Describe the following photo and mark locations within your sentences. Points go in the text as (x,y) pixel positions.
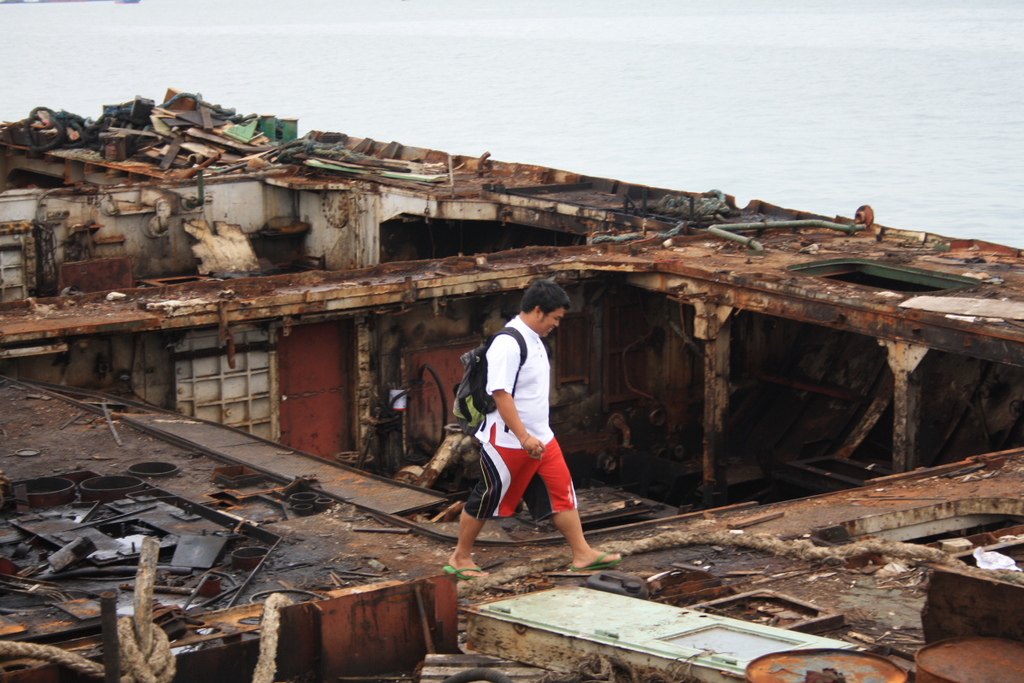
In this image I can see a person (518,407) wearing dress (543,394) and bag (487,415) is walking and I can see a huge damaged ship (704,551) which is brown in color. In the background (866,117) I can see the water (680,77).
